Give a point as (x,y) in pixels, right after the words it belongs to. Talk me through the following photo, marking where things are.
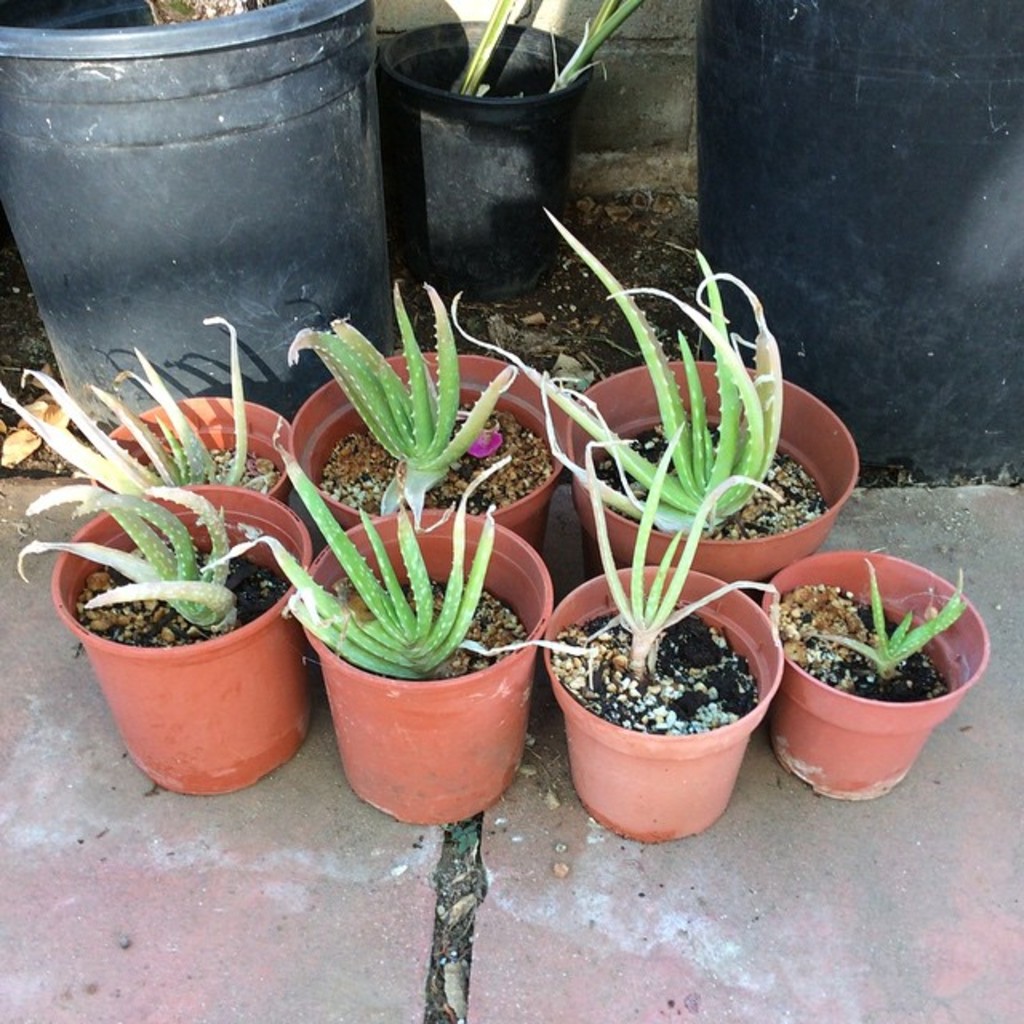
In this image, there are some brown color flower pots (373,731), in that there are some green color aloe Vera plants (411,390), there are some black color flower pots (270,177) and there is a floor (983,753).
